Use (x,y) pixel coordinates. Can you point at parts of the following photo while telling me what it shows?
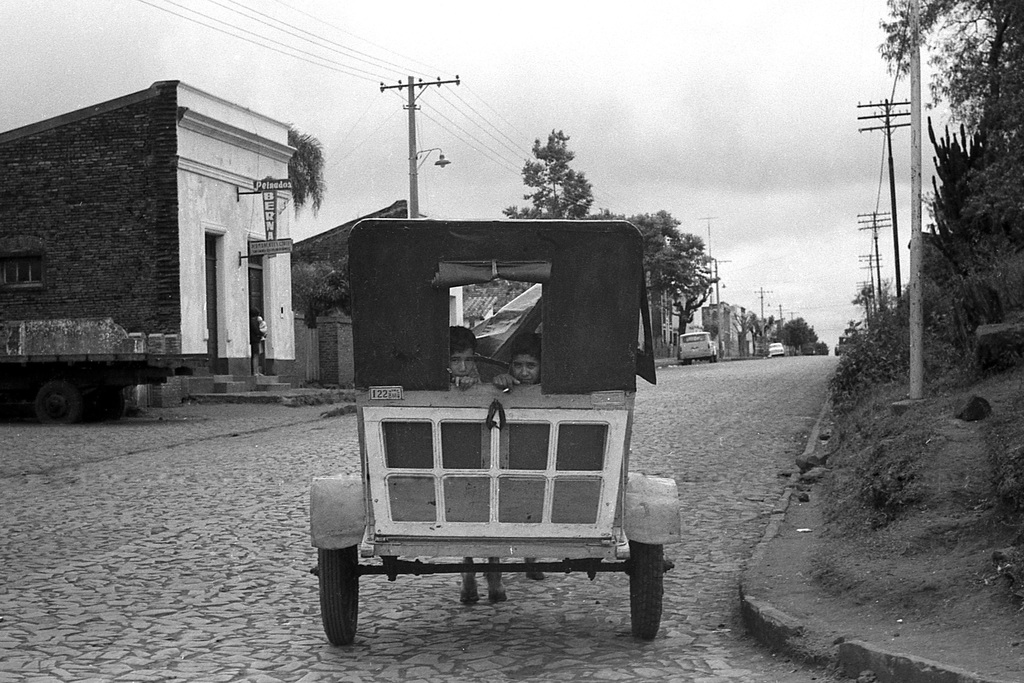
This black and white image is clicked on the road (489,616). There are a few vehicles (697,350) moving on the road (713,362). Beside the road (772,365) there is grass (850,502). There are plants (937,304) and electric poles (914,158). To the left (208,249) there are houses (175,249) and trees (691,246). In the foreground (424,453) there is a vehicle (551,457). There are two kids (527,383) in the vehicle (499,369). At the top (587,36) there is the sky (571,56).
